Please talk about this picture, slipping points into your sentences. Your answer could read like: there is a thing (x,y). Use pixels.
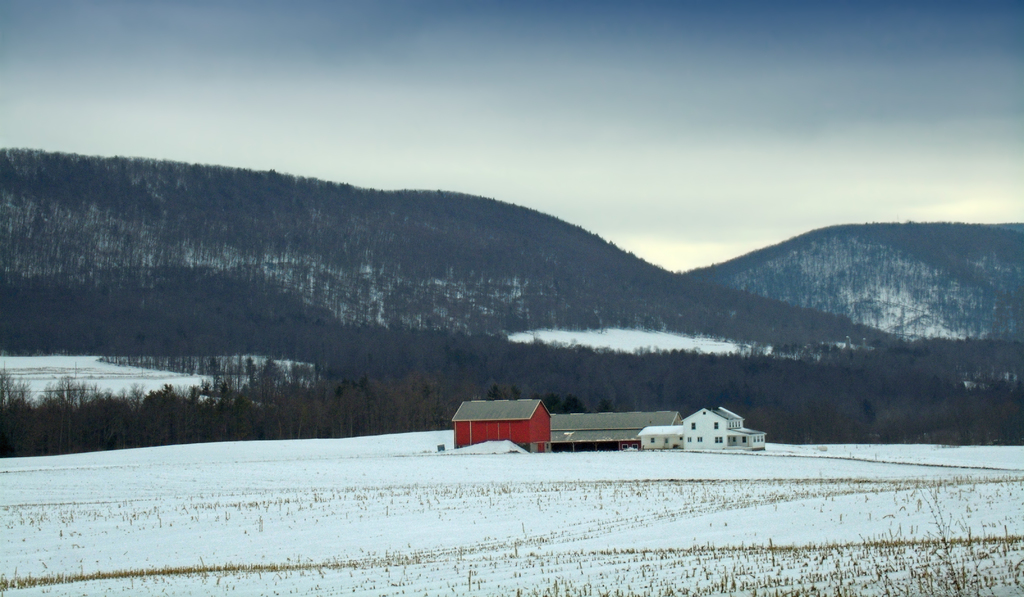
In the foreground of this image (584,545), there is snow (665,538) and the grass (163,570). In the middle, there are few buildings (676,422). In the background (710,353), there are trees (564,296), mountains (682,307) and the sky (657,100).
